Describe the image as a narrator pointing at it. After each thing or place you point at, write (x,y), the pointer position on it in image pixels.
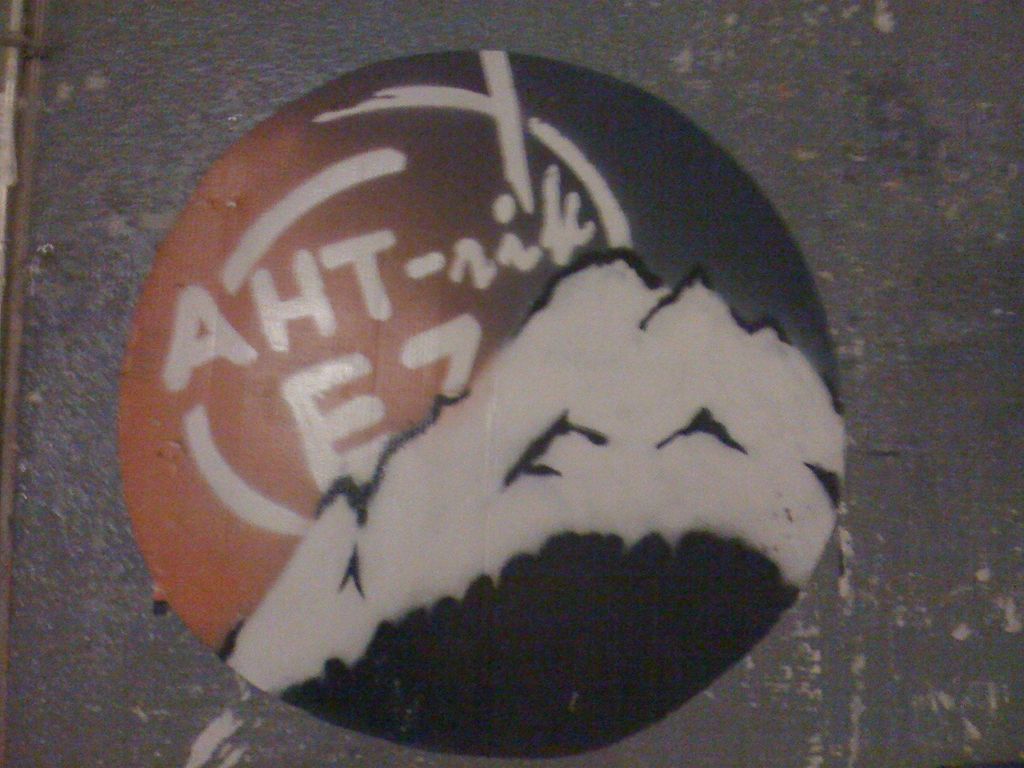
In this image we can see a painting (231,317) on the wall (929,34).
